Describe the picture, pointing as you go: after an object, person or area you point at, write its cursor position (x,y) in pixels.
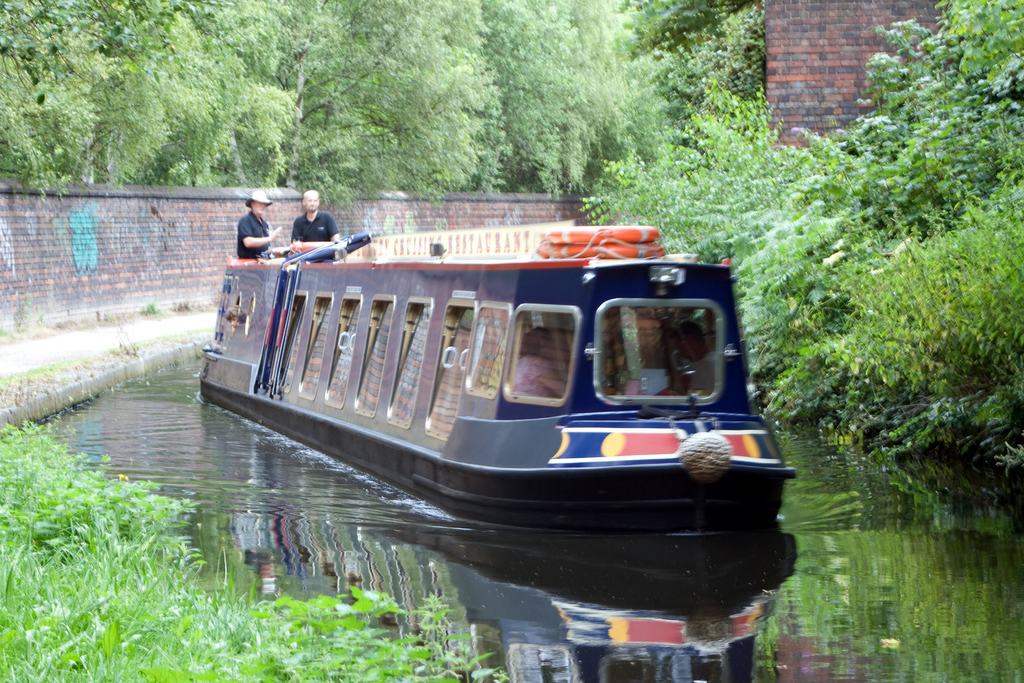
In this picture I can see a boat (436,297) in the water (544,662) and I can see couple of them (333,227) standing and few are seated in the boat (566,379), I can see trees (581,95), plants (951,193) and a brick wall (11,230) in the back (687,140) and I can see another wall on the top right side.
